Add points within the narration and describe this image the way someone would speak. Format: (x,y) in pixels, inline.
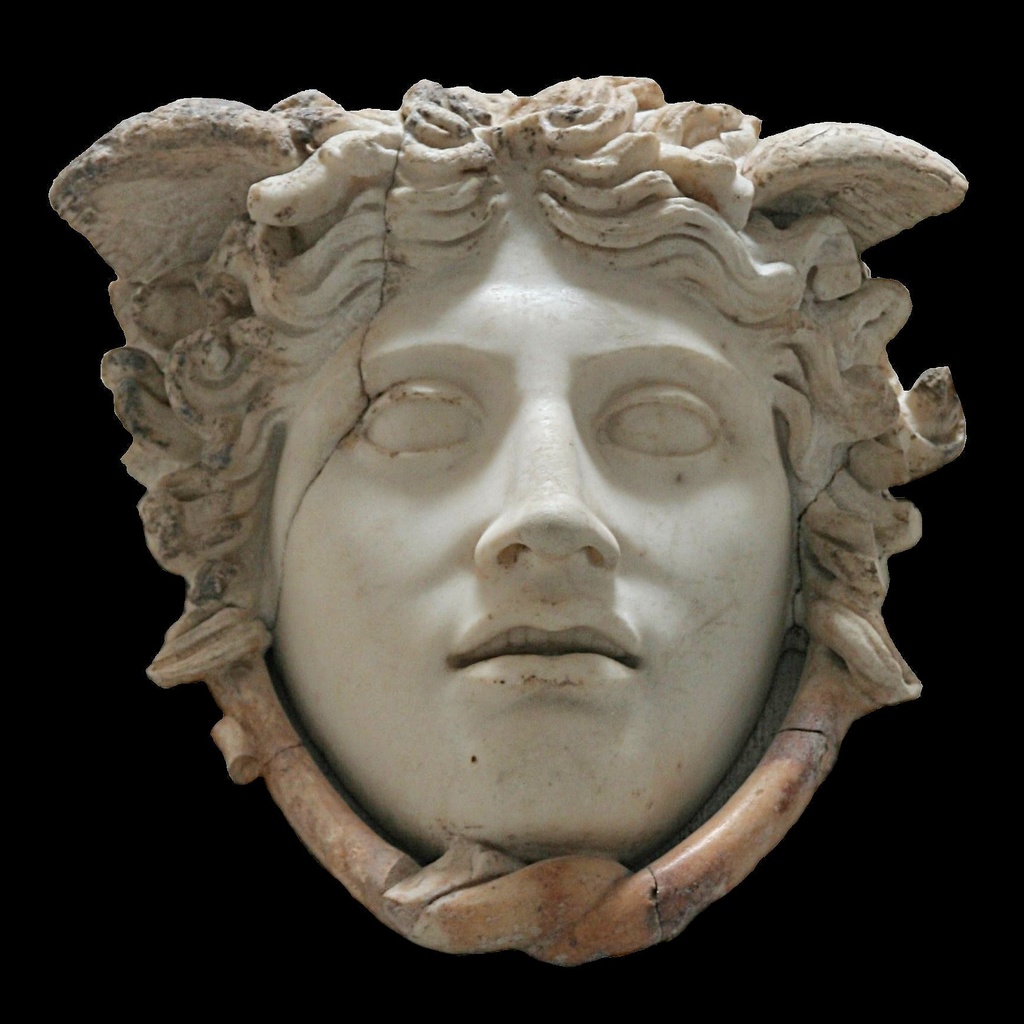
In this image I see a face (508,206) which is made of stone (490,556) and the stone (564,372) is of white and brown in color and it is dark in the background (870,105).
